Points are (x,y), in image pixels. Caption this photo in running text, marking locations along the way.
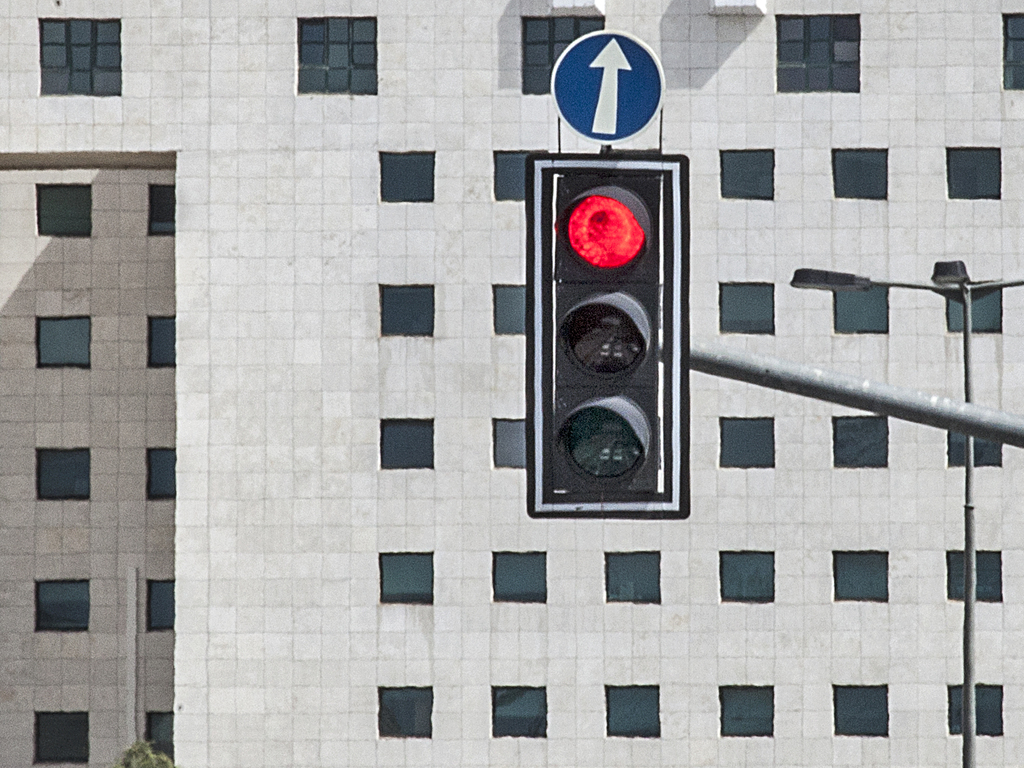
In this picture we can see a traffic signal light (615,158), signboard (604,123), pole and in the background (718,379) we can see a building (338,129) with windows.
